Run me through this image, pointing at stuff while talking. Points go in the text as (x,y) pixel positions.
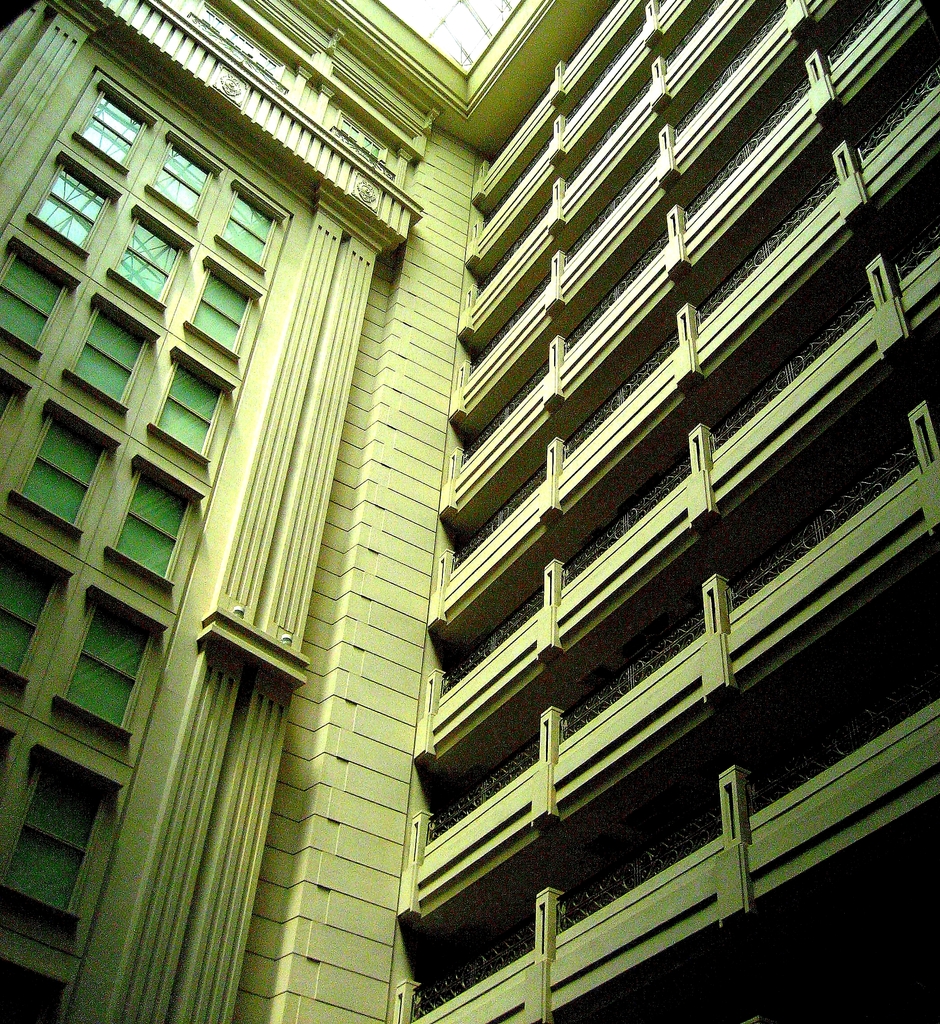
In this picture we observe two buildings (233,455) which have many glass windows (262,228).
